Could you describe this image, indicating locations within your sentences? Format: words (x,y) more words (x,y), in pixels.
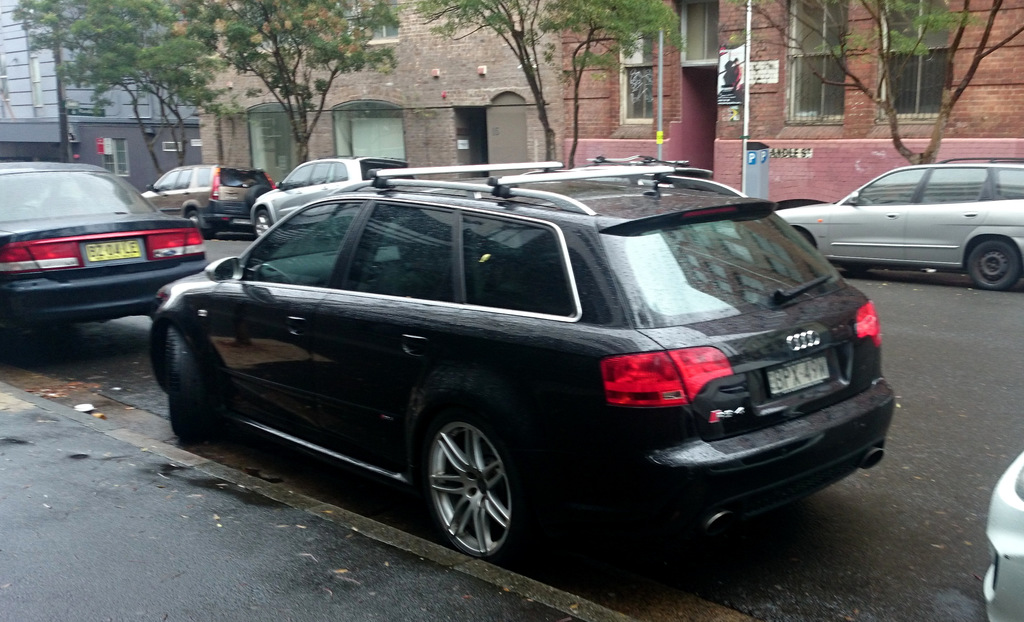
In this image we can see cars (229,223) on the road (931,372). In the background (282,66) there are buildings (770,111), poles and trees (321,91).
